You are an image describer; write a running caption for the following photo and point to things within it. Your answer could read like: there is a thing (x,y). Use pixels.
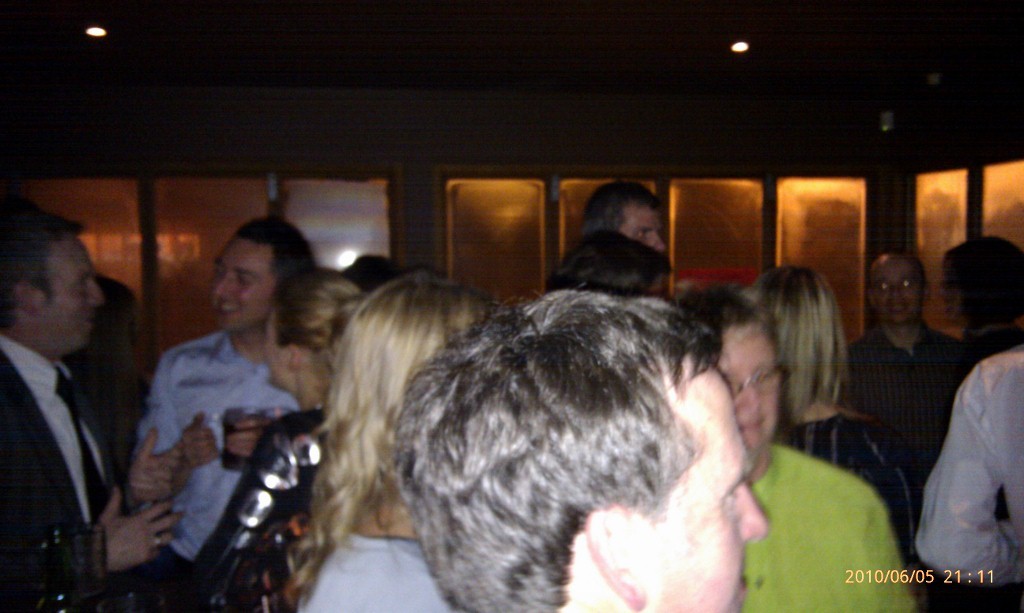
In this image I can see number of persons (444,469) are standing. I can see a person (232,388) is holding a glass (231,410) in his hand (241,421). In the background (438,6) I can see the ceiling (298,70), few lights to the ceiling (129,50) and few glass windows (925,288).
